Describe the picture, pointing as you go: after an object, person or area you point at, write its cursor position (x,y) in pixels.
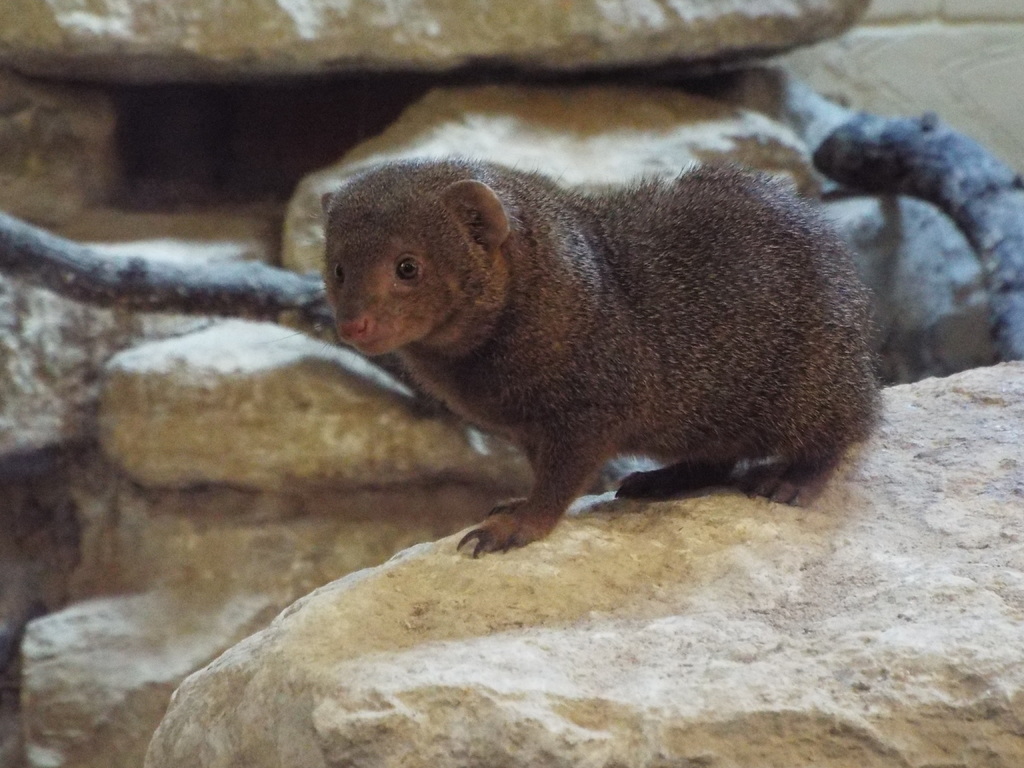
In this image we can see a mongoose (519,274). In the background of the image (45,189) there are rocks (10,405), sticks (174,276) and other objects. At the bottom of the image (570,600) there is the rock (623,679).
